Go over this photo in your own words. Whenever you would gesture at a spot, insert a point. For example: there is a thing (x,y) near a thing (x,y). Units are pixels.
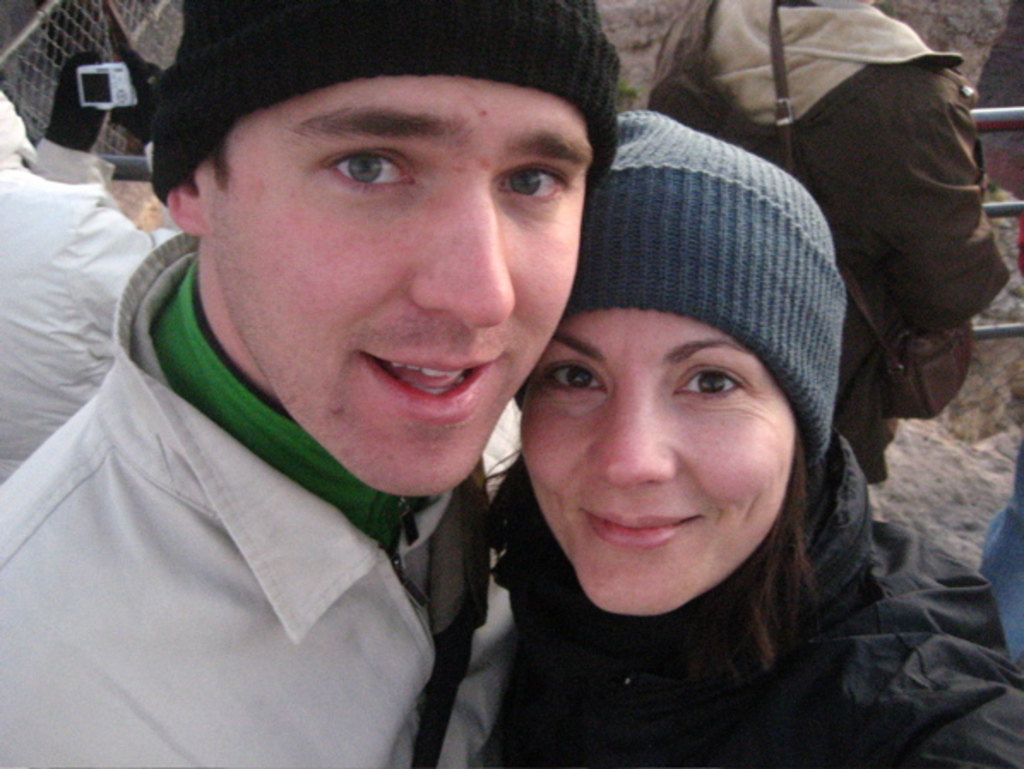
In this image we can see two persons (515,581) wearing jackets (553,687) and caps (516,21) posing for a photograph and in the background of the image (116,246) there are some persons (787,65) standing, there is fencing (1022,123).
